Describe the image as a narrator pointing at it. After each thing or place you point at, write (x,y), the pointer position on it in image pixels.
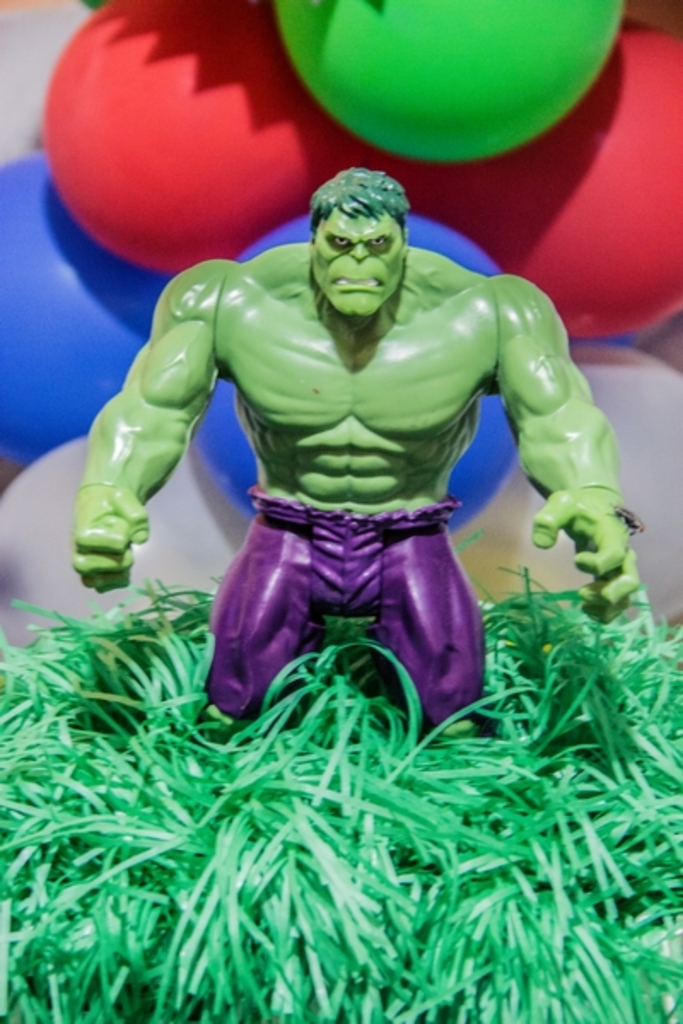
In this image we can see there is a toy of a person (264,428) placed on the grass (397,809). In the background (525,207) there are balloons (295,135) attached to the wall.
